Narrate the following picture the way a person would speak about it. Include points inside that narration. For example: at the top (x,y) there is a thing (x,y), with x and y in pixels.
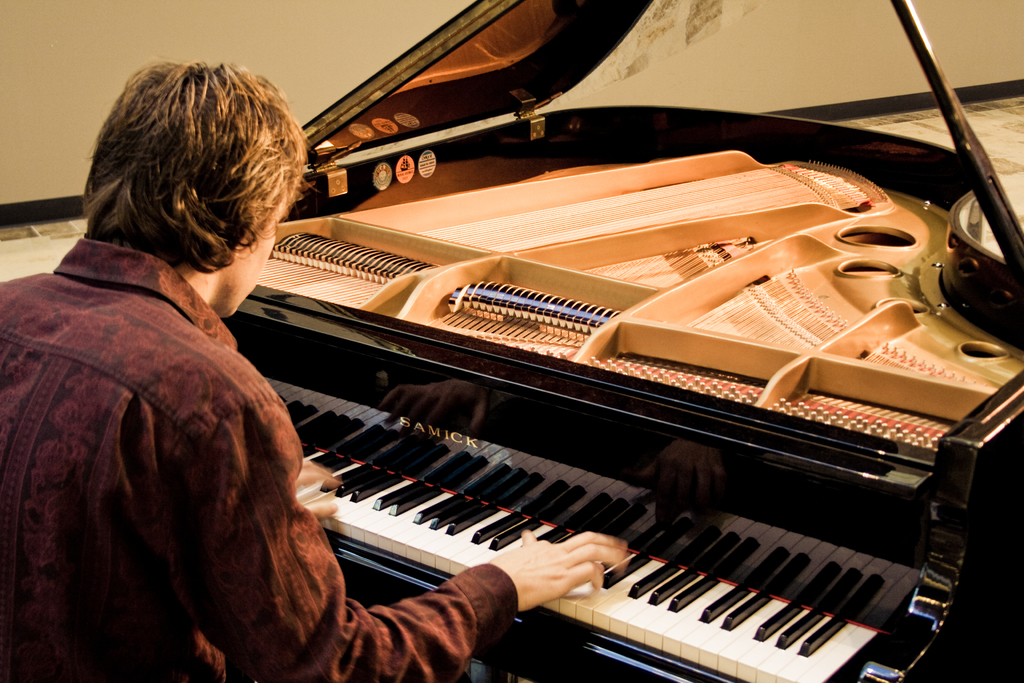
In this image the person (330,566) is playing the piano (475,528) and wearing the brown shirt (285,469) and piano's (455,261) color is black.
